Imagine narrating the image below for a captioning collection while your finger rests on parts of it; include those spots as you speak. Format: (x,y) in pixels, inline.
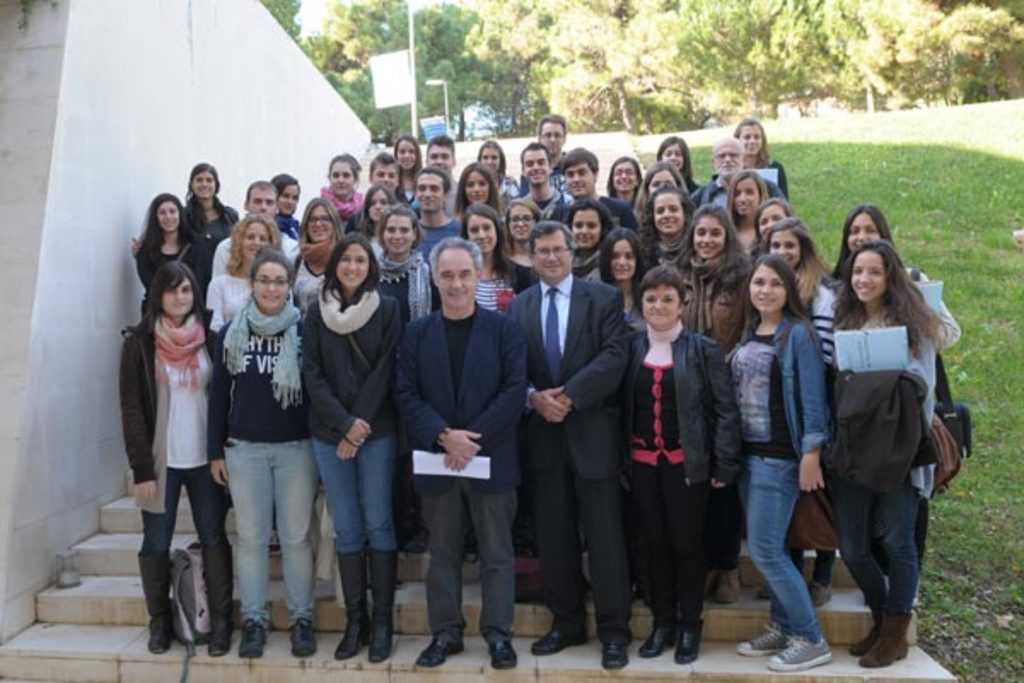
There are group of people (496,415) standing and this man (502,440) holding papers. We can see grass (985,439), steps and wall (260,130). In the background (361,64) we can see trees (359,94), boards (398,71) and lights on poles (415,80).
